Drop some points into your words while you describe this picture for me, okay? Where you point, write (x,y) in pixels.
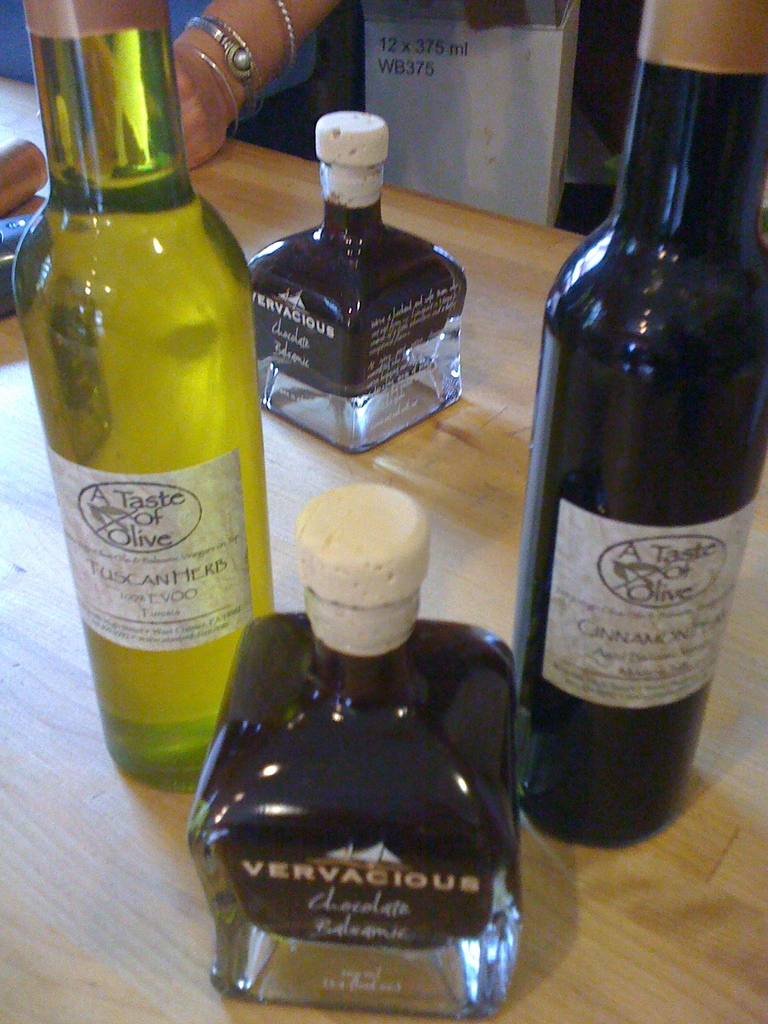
Here we can see a wine bottle (339,214), and some other objects (363,316) on the table (284,199).
